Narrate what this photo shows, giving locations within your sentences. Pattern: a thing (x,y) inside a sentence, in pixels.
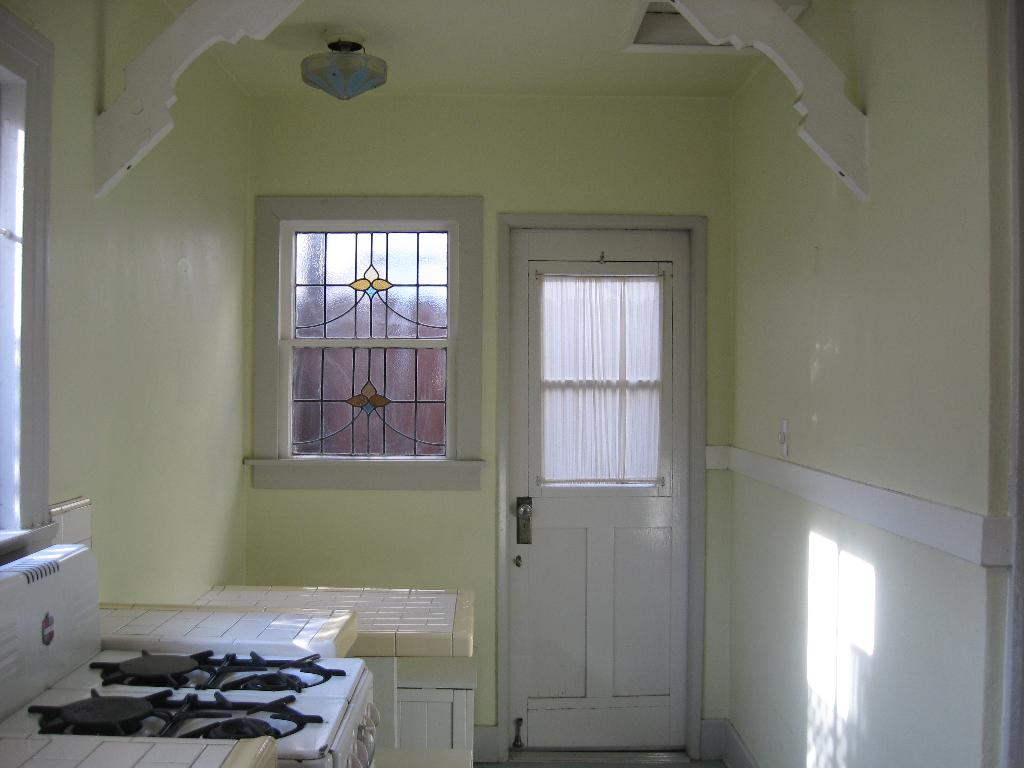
In this picture there is black and white colored stove (128,721) on the left side (100,581) and There is wall (843,427) on the right side (866,733). And there is a door (535,443) and a window (456,486) in the background (532,424). And the light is at the top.
